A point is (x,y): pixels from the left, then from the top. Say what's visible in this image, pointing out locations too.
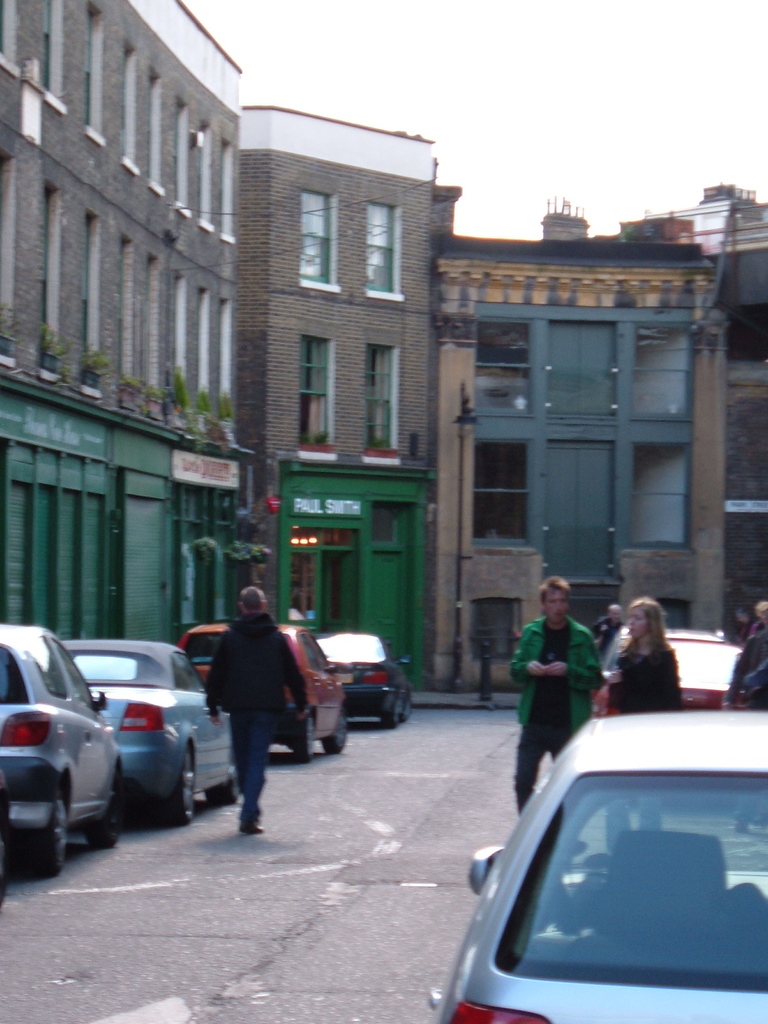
In the foreground (534,715) I can see fleets of cars (476,890), group of people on the road (449,844), house plants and buildings (357,360). At the top (449,96) I can see the sky (459,132). This image is taken may be during a sunny day.
